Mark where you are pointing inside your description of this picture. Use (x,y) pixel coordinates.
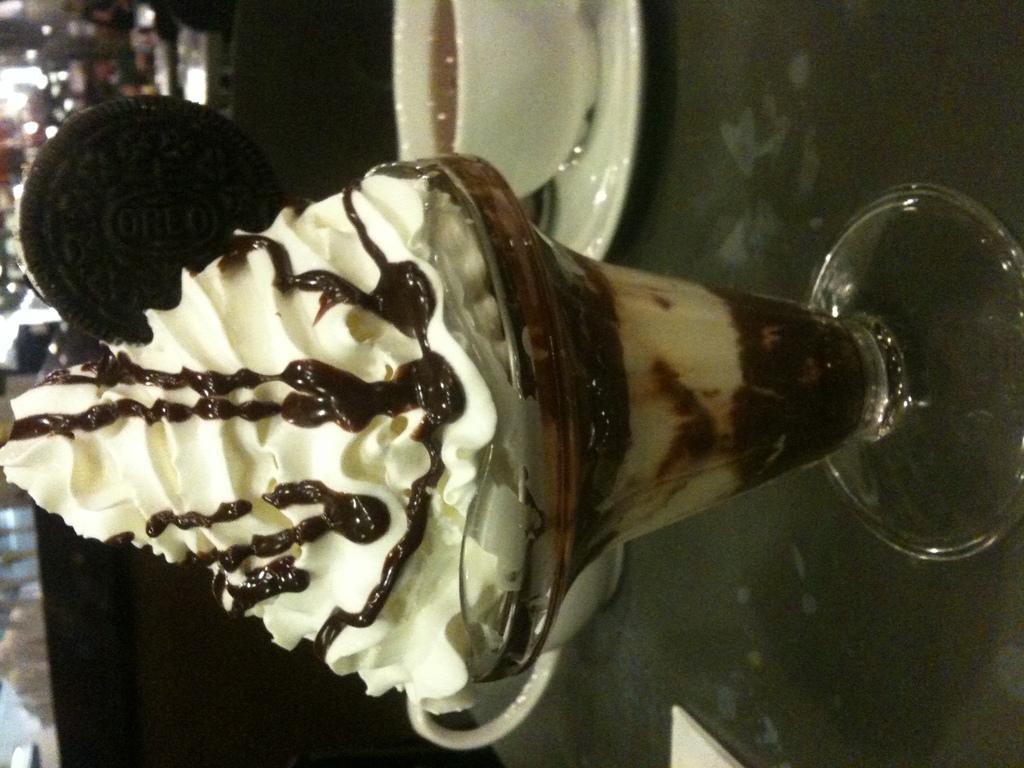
In the picture we can see an ice cream (156,315) in the glass (1008,253) placed on the table (864,124) and beside it we can see a cup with coffee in the saucer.
